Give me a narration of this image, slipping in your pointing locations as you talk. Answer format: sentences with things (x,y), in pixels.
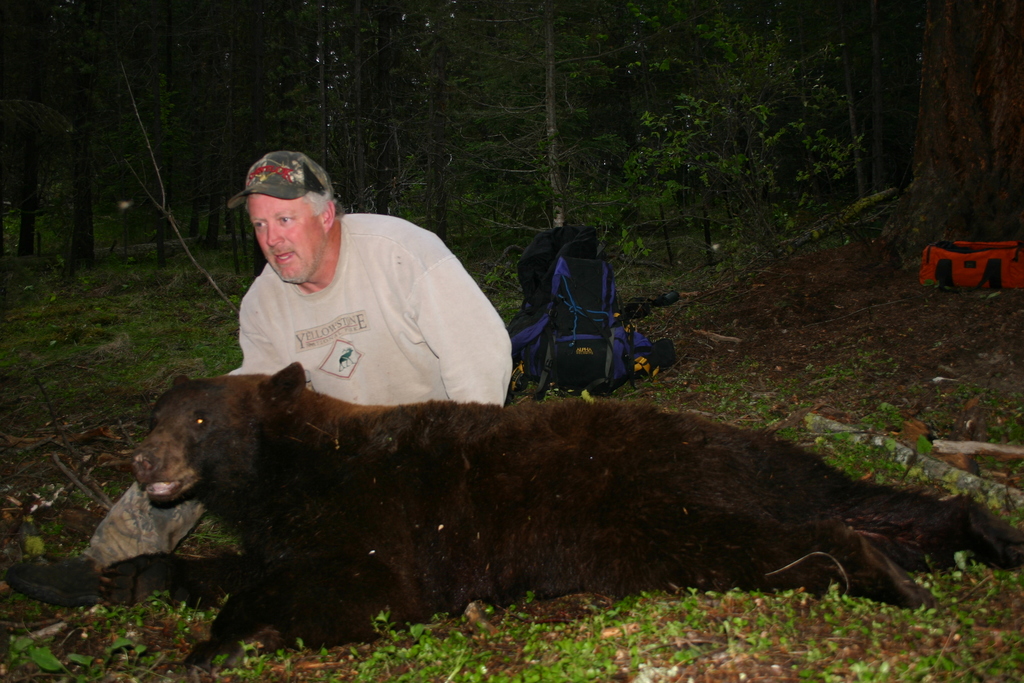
In this image we can see a bear (473,505). Also there is a person (391,256) wearing cap (302,166). In the back (554,287) there are bags (927,278). Also there are trees (406,136).
